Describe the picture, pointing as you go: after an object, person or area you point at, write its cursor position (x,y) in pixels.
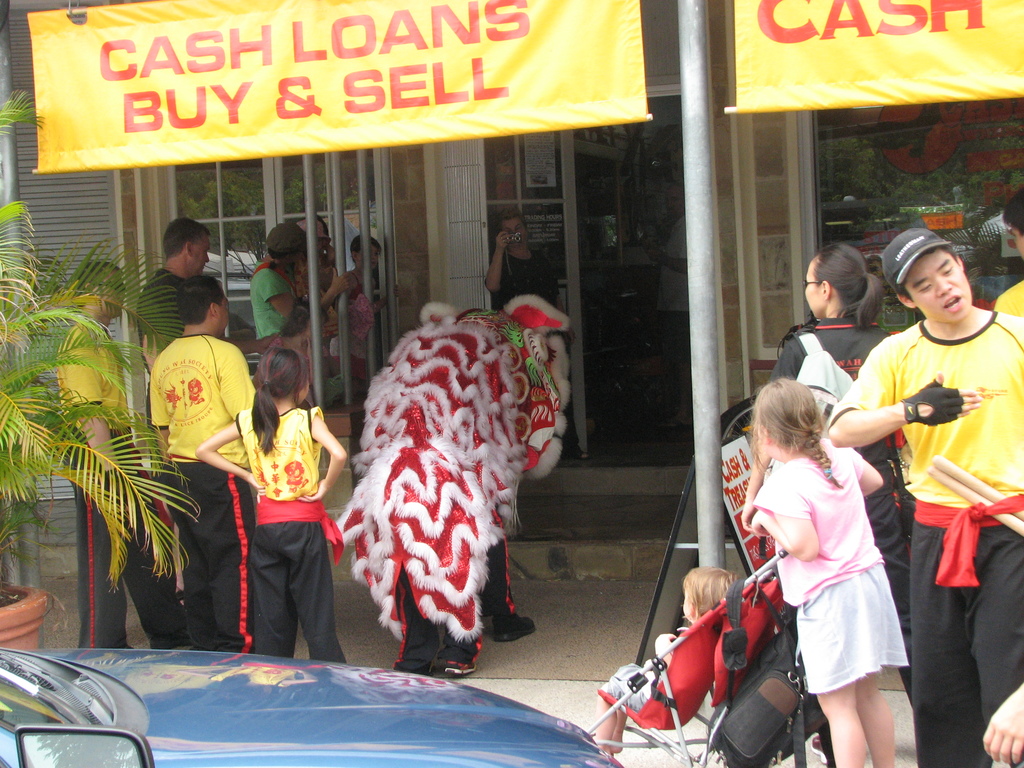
It looks like a store (602,222), on the left side (289,461) 3 persons (235,415) are there, they wore yellow color t-shirts (201,442) and black color trousers (207,510). On the right side (835,482) a girl (858,644) is looking at that side, there is a banner (226,82) in yellow color. On the left side (44,398) there is a plant (48,454).
